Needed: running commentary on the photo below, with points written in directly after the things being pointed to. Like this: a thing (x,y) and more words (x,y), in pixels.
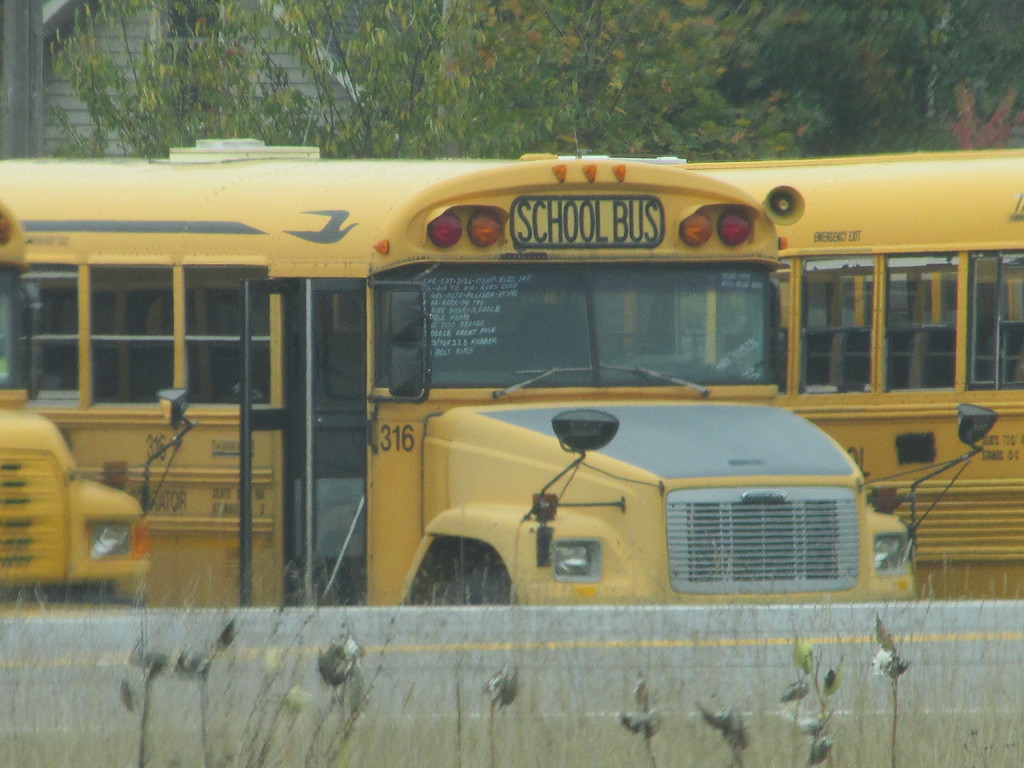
This image consists of school buses (422,356) in yellow color. At the bottom (481,701), we can see plants (966,729) and a road (536,698). In the background (241,80), there are trees (781,69).
